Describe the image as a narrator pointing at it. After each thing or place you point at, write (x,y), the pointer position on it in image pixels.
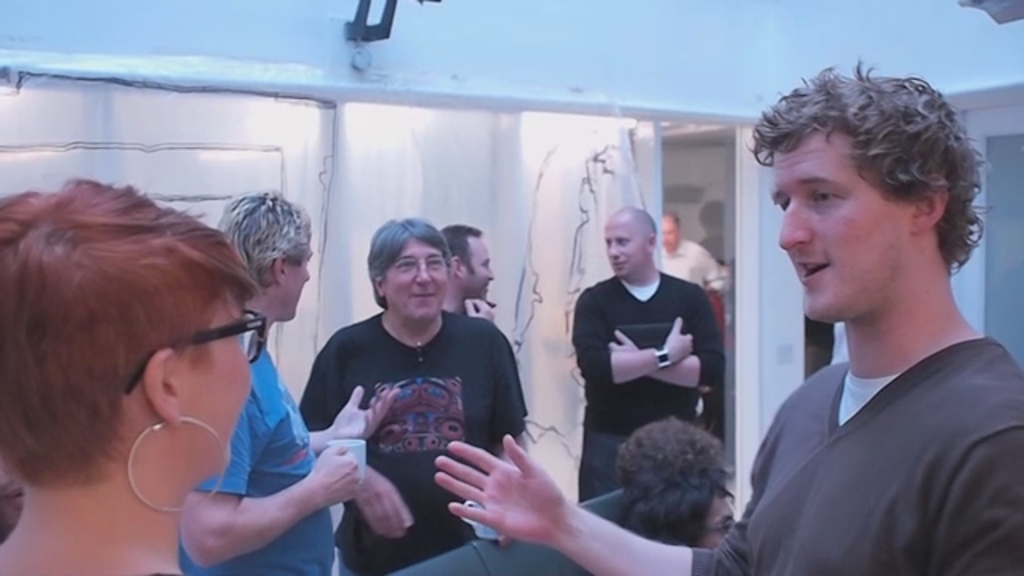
In this image I can see on the right side (875,356) a man (820,314) is talking, he wore sweater (916,427). On the left side (85,402) a woman (214,399) is listening to him. She wore spectacles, in the middle (528,197) it looks like a room (285,373). In this few people (650,322) are standing and talking.
